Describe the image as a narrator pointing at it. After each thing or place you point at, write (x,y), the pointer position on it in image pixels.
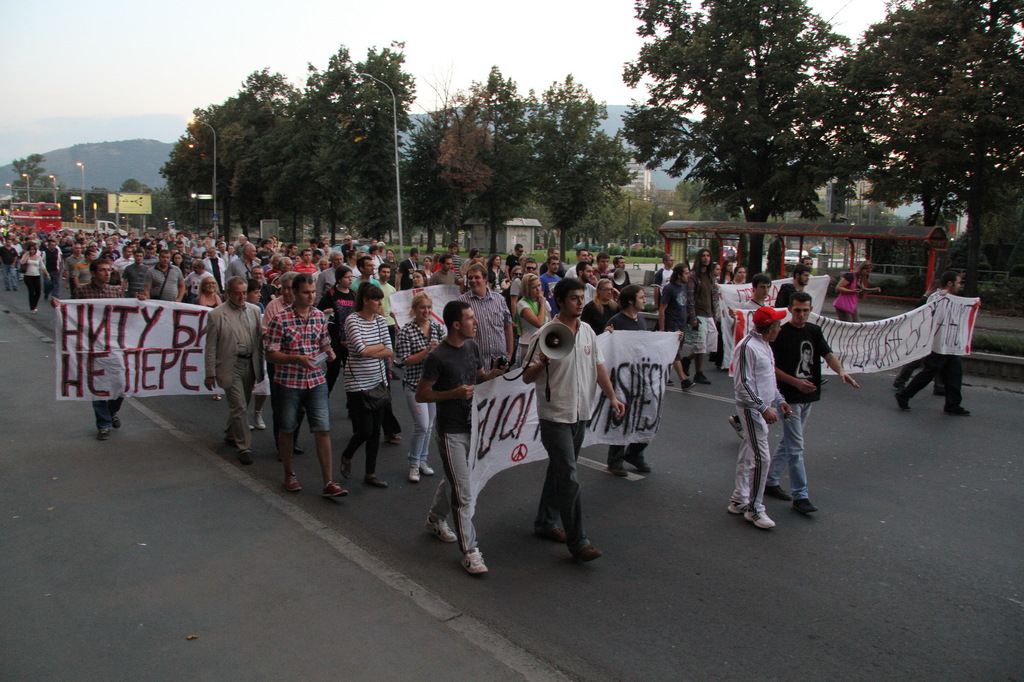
In the image we can see there are lot of people (515,276) standing on the road (969,401) and they are holding cloth banners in their hands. A man (566,360) is holding a megaphone (555,345) in his hand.
